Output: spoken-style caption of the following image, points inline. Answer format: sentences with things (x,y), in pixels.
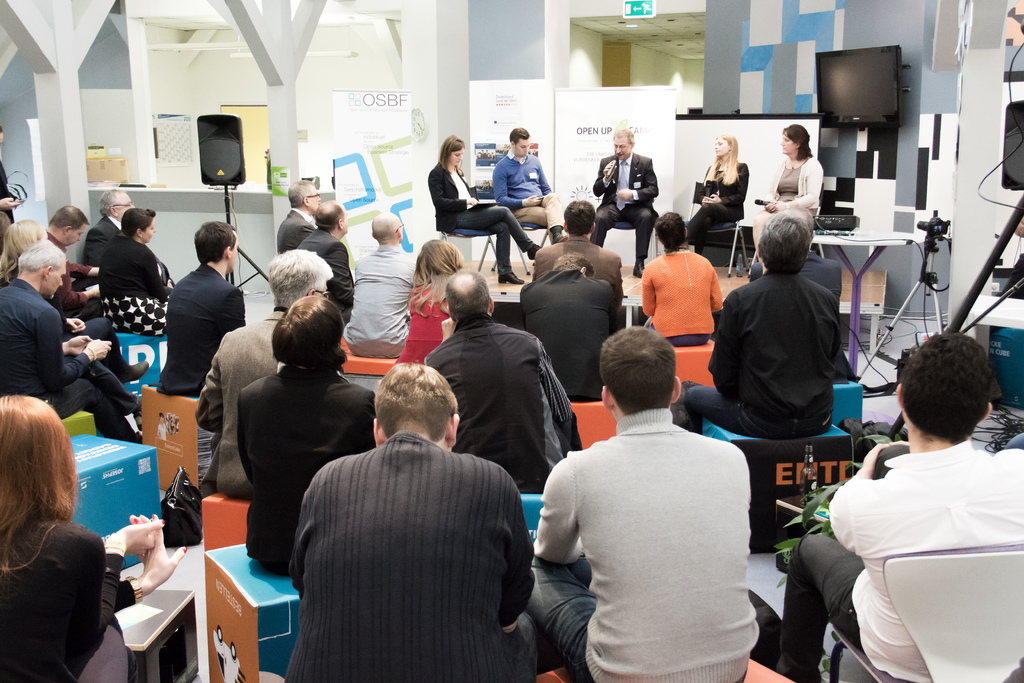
In this picture there are five persons (748,172) near to the banner (370,149) and television screen (898,104). At the bottom (626,655) we can see the audience (490,467) were sitting on the carton boxes type chair (241,619). On the right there is a camera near to the wall (906,124). On the left (242,134) there is a speaker (223,144). At the top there is a sign board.
